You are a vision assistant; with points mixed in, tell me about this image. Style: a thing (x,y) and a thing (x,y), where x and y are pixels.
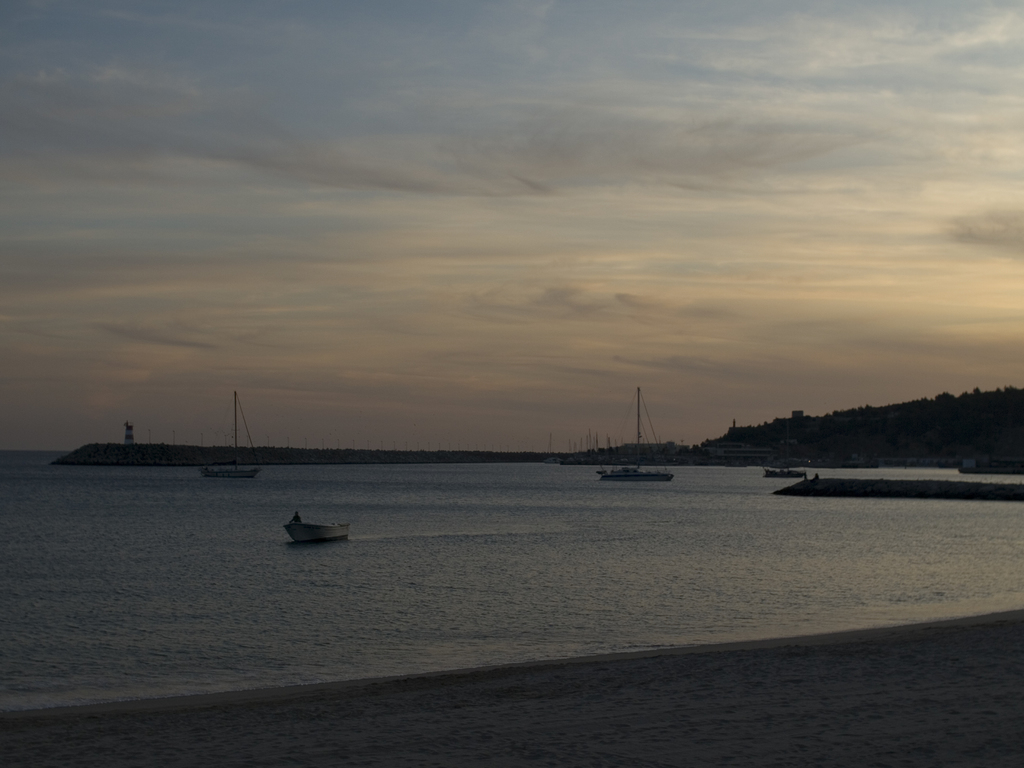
In this picture there are few boats (616,479) on the water (468,526) and there are few trees (925,413) in the right corner (881,416).
